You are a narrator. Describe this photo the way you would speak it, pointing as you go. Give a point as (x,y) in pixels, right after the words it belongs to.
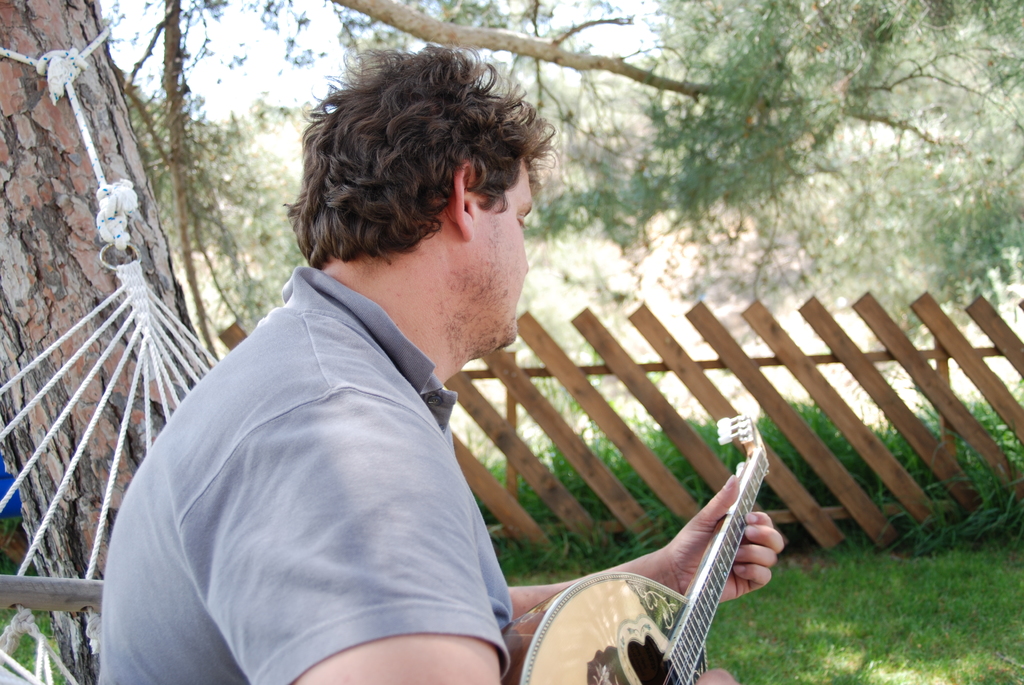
In this picture we can see a man (214,644) who is playing guitar (674,627). This is grass (901,639) and there is a fence (953,400). On the background (881,156) we can see some trees (703,155) and this is sky (285,80).
